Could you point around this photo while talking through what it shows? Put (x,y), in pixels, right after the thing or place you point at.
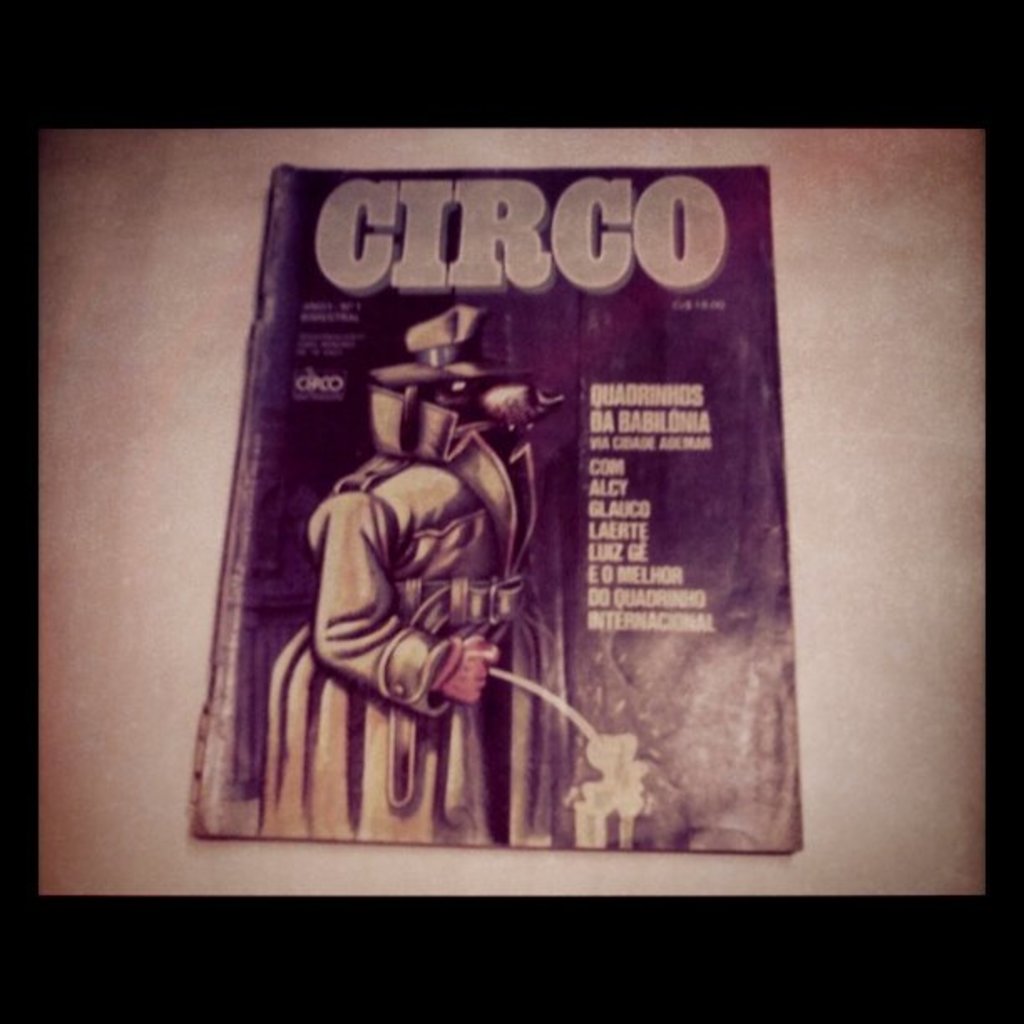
This is an edited image, in this image there is a table (904,874), on that table (892,385) there is a magazine (424,620), on that magazine (444,500) there is some text (615,527) and a picture (522,498).
